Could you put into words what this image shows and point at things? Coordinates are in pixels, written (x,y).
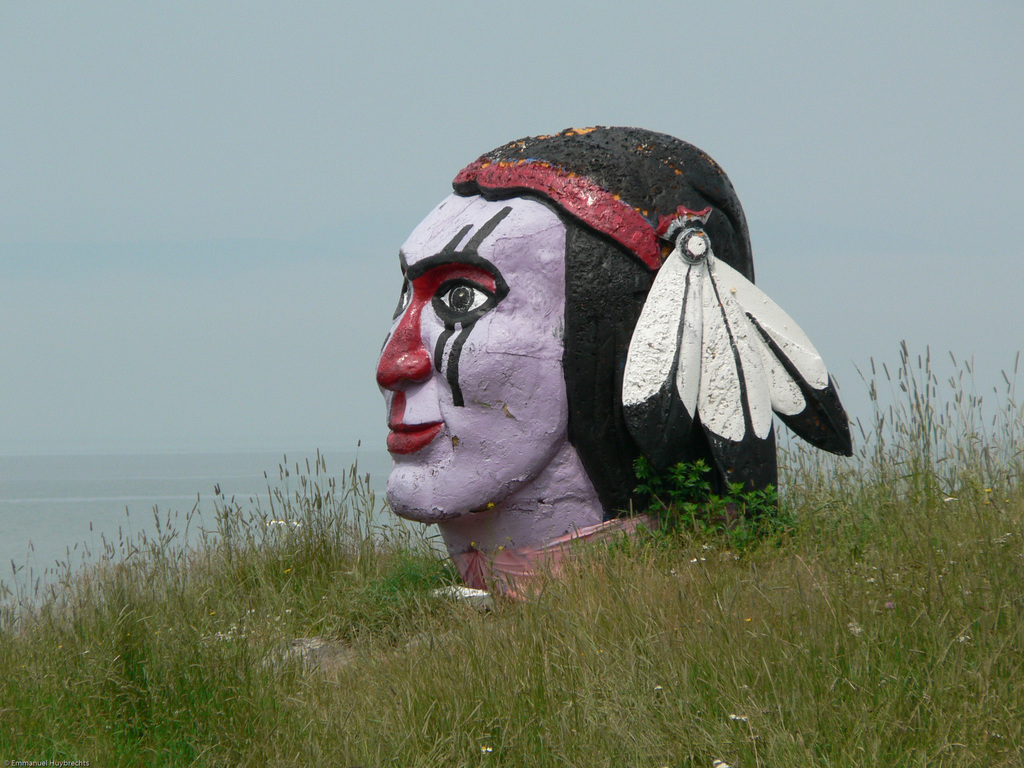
This image is taken outdoors. At the bottom of the image (273,665) there is a ground (540,660) with grass (805,575) on it. At the top of the image (264,158) there is the sky (212,221) with clouds (762,121). In the background (117,500) there is a sea (54,552) with water (54,552). In the middle of the image (540,423) there is a statue (492,317) of a human face (517,493).
